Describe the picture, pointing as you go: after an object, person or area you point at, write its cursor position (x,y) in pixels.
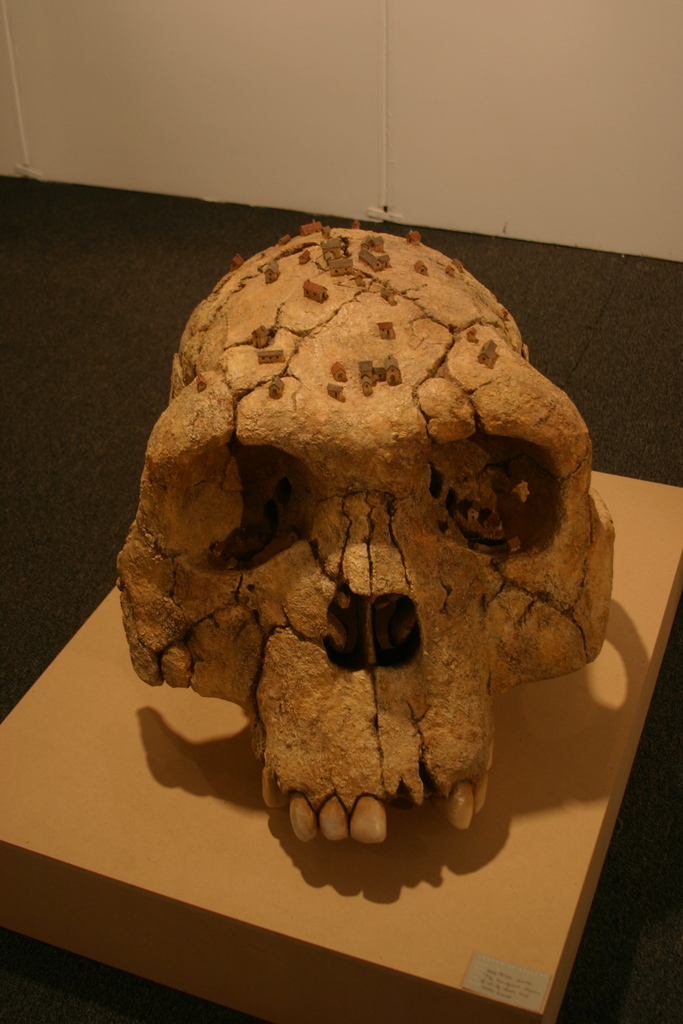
In this image there is a skull (331,639) on the wooden material (394,858) which is kept on the floor (553,274). Top of image (289,15) there is wall (303,56).
